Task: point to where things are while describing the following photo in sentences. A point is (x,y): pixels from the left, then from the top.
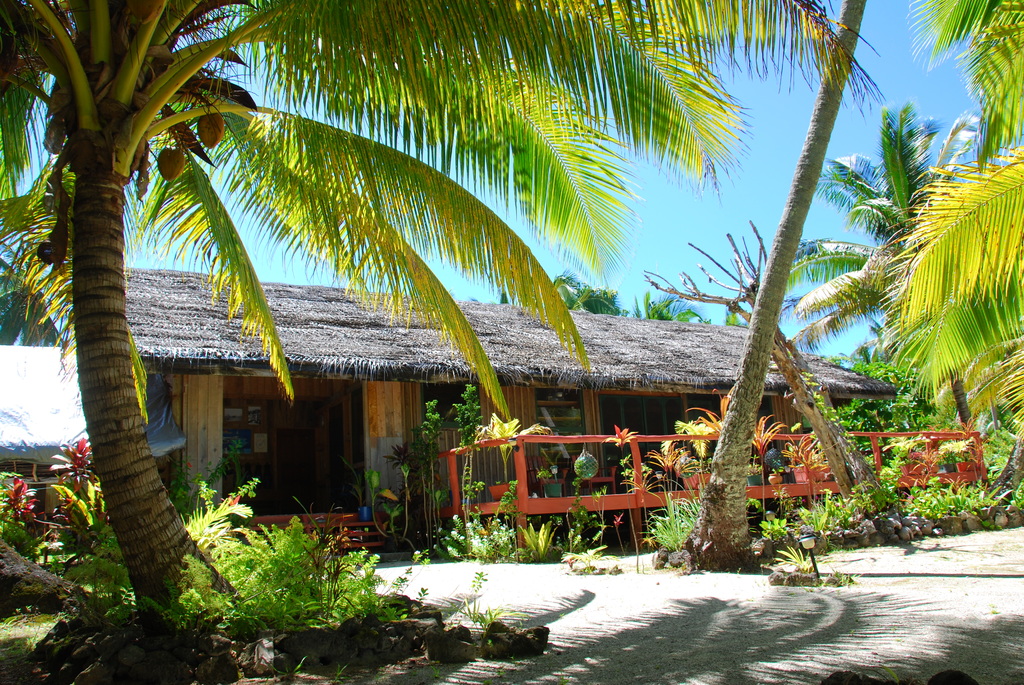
We can see trees (1014,278), plants (318,590), light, fence (617,507) and house (266,437). In the background (566,281) we can see trees (616,293) and sky (725,203) in blue color.
